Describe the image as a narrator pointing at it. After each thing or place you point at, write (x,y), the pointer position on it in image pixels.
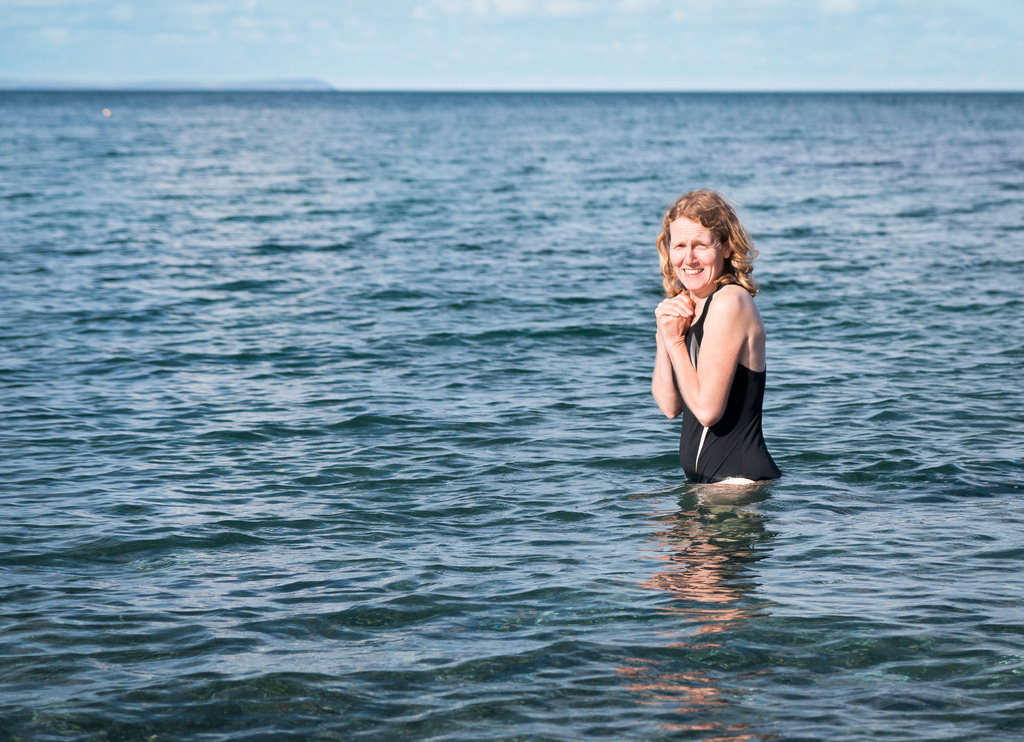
In this image in the center (657,350) there is one woman (722,385) who is in a sea (615,163), and at the bottom (605,536) there is a sea (270,292). At the top (655,31) there is sky (803,22).
